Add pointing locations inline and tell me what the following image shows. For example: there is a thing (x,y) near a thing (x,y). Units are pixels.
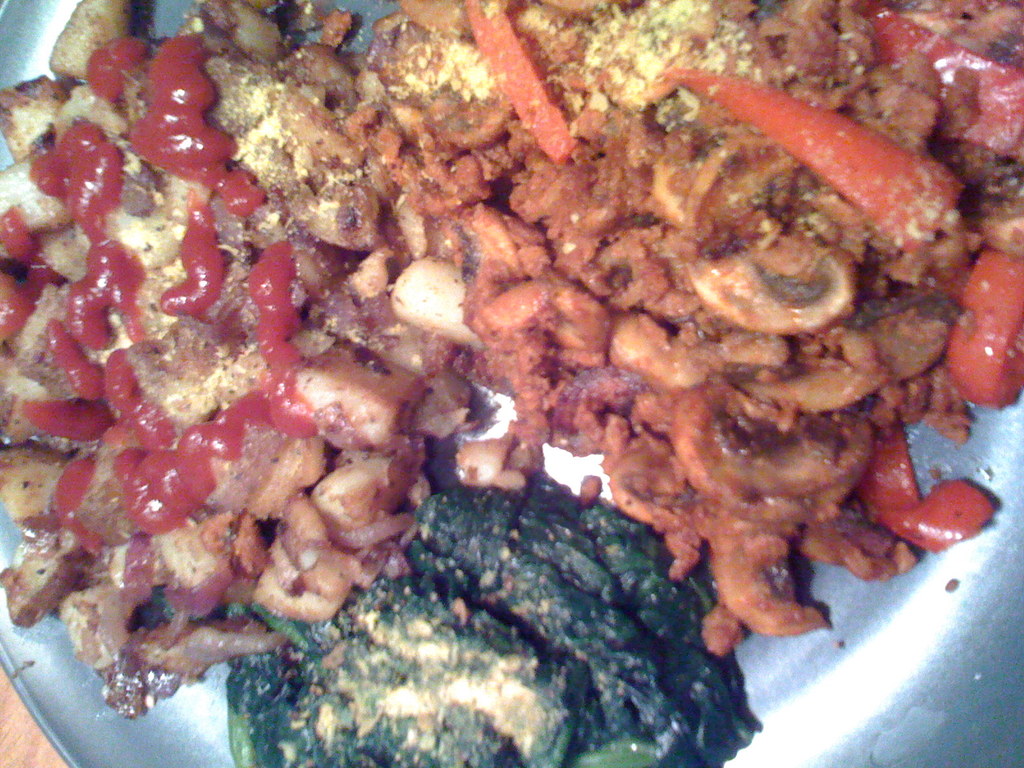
In this image there is a plate (949,719) on that there is a food item (405,339).
